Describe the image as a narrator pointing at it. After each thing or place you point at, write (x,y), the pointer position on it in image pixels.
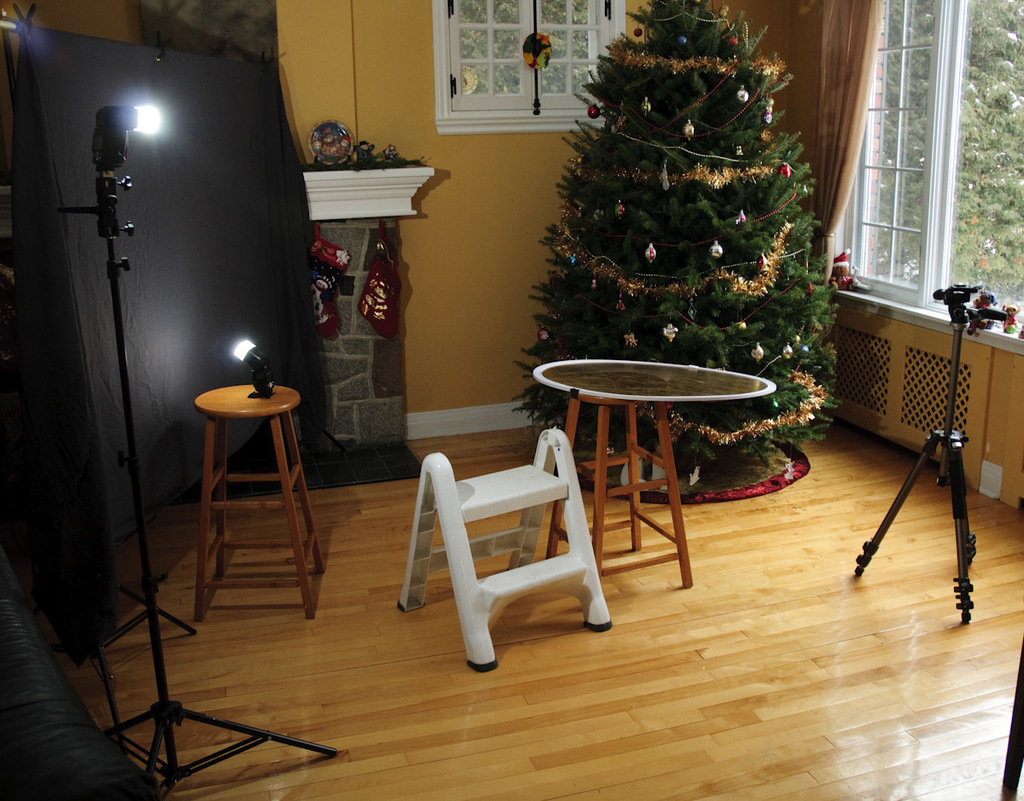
In this image i can see a table (612,463), a stool (294,429), a Christmas tree (695,301) and other objects (552,484) on the floor (597,690).
